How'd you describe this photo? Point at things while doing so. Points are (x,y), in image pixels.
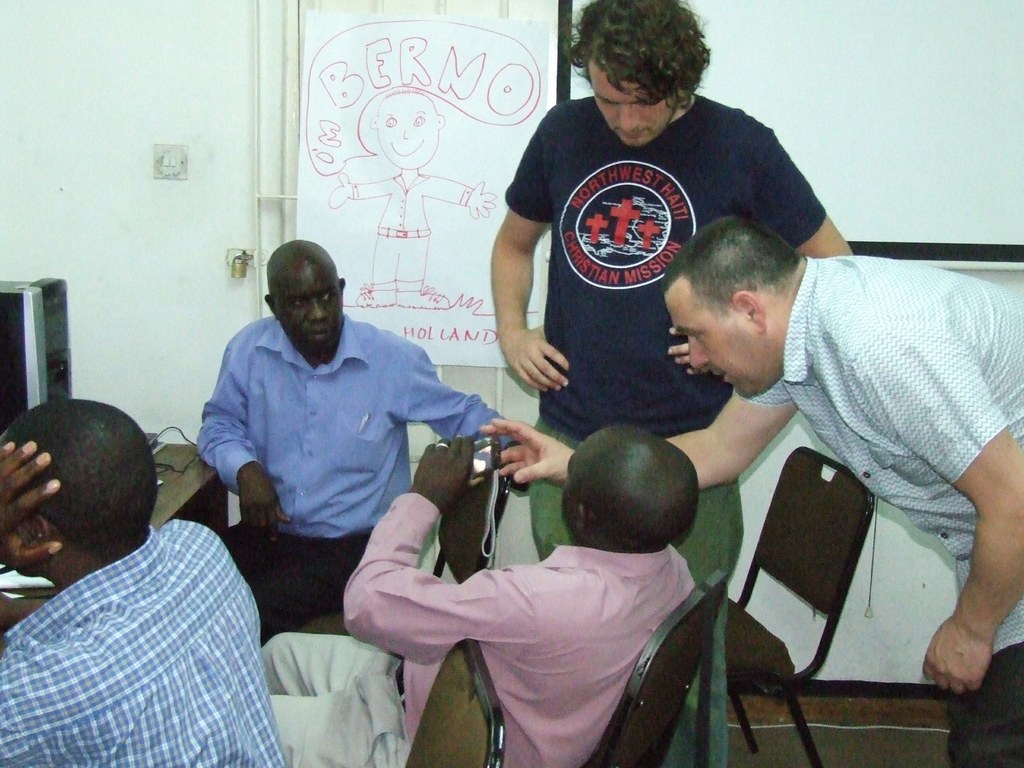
In this image there are group of people (407,356) sitting in chair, another 2 persons (690,102) standing beside them, and at the back ground (14,242) there is table (190,471), desktop PC (71,326), door (441,9), a paper drawing (306,123), wall (234,127), switch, lock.
